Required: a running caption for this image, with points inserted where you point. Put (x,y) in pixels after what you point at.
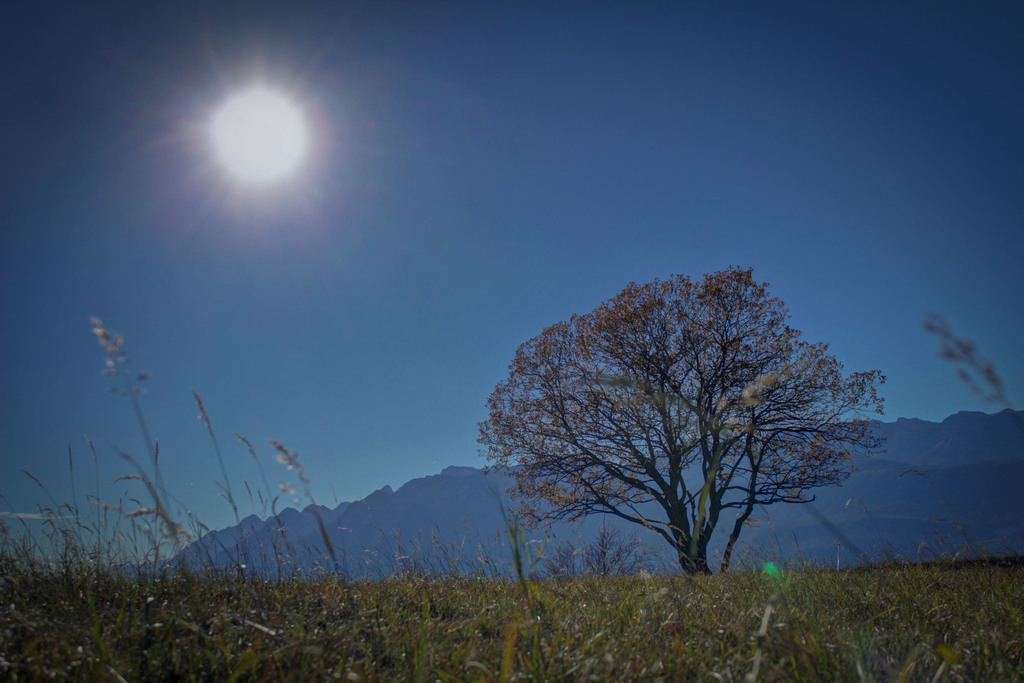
At the bottom (408,581) we can see grass (300,463). In the background (587,442) we can see a tree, mountains (389,515), sky (373,108) and sun (277,176).
